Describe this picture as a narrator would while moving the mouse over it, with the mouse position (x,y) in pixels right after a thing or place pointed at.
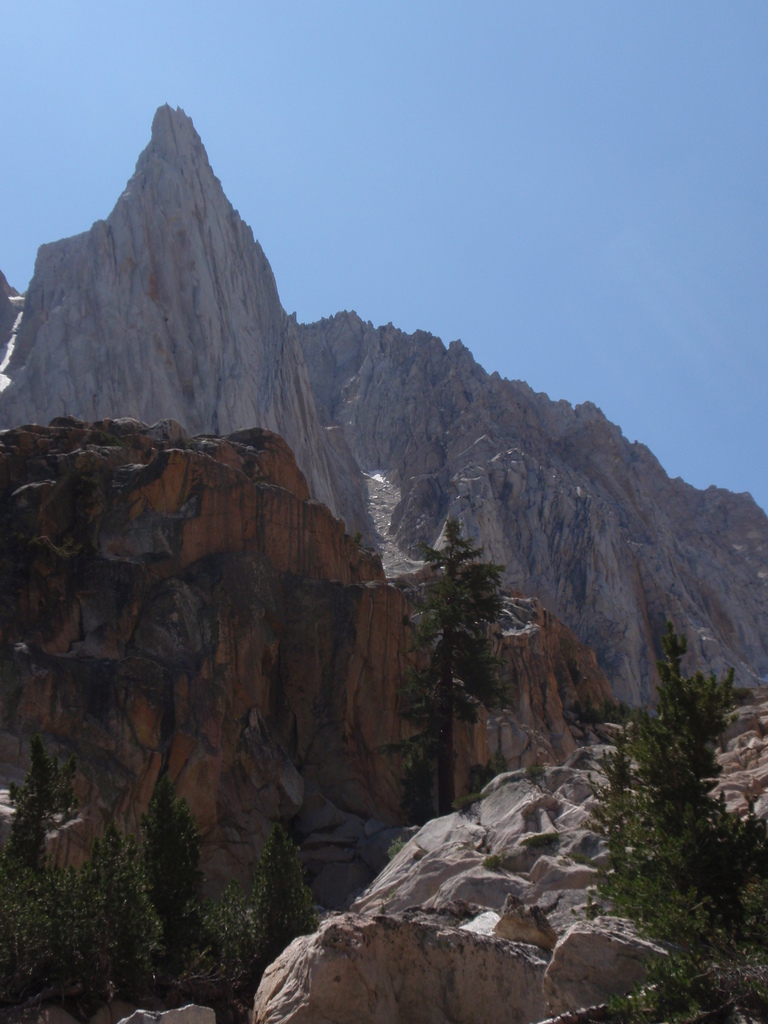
There are trees (418,681) and rocks (350,739). In the background (353,500) we can see a mountain (581,448) and sky (446,220).
